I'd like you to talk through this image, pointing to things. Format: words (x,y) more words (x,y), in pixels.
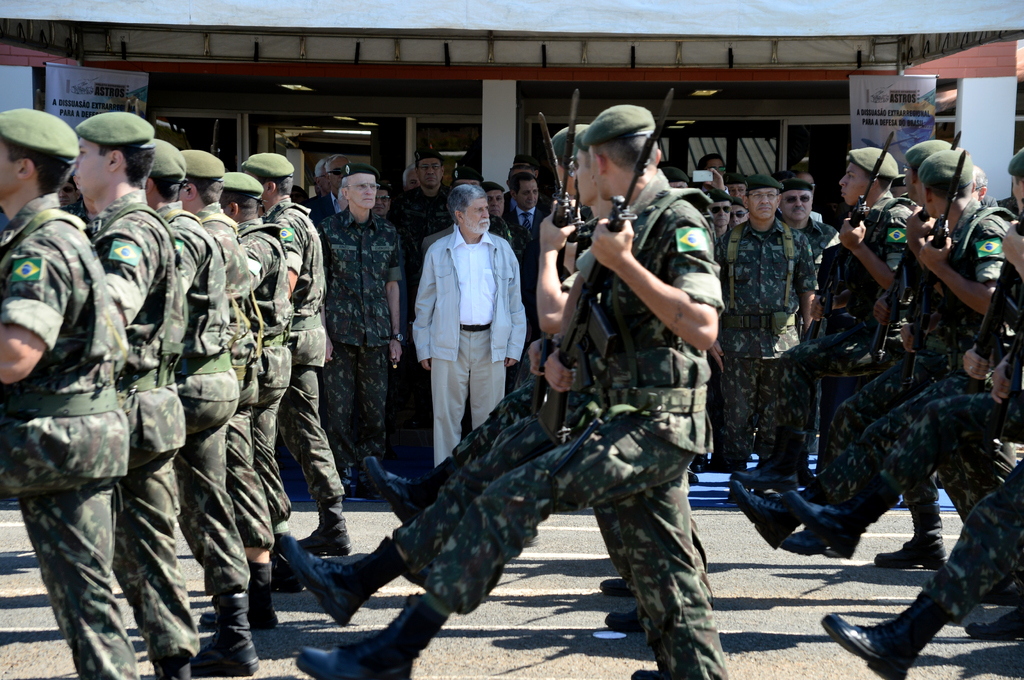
In this picture we can see a group of people (633,245) wore caps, holding guns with their hands (938,263) and walking on the road (822,583). In the background (352,174) we can see some people (390,212) are standing, banners (899,107), lights (372,125) and some objects (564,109).
